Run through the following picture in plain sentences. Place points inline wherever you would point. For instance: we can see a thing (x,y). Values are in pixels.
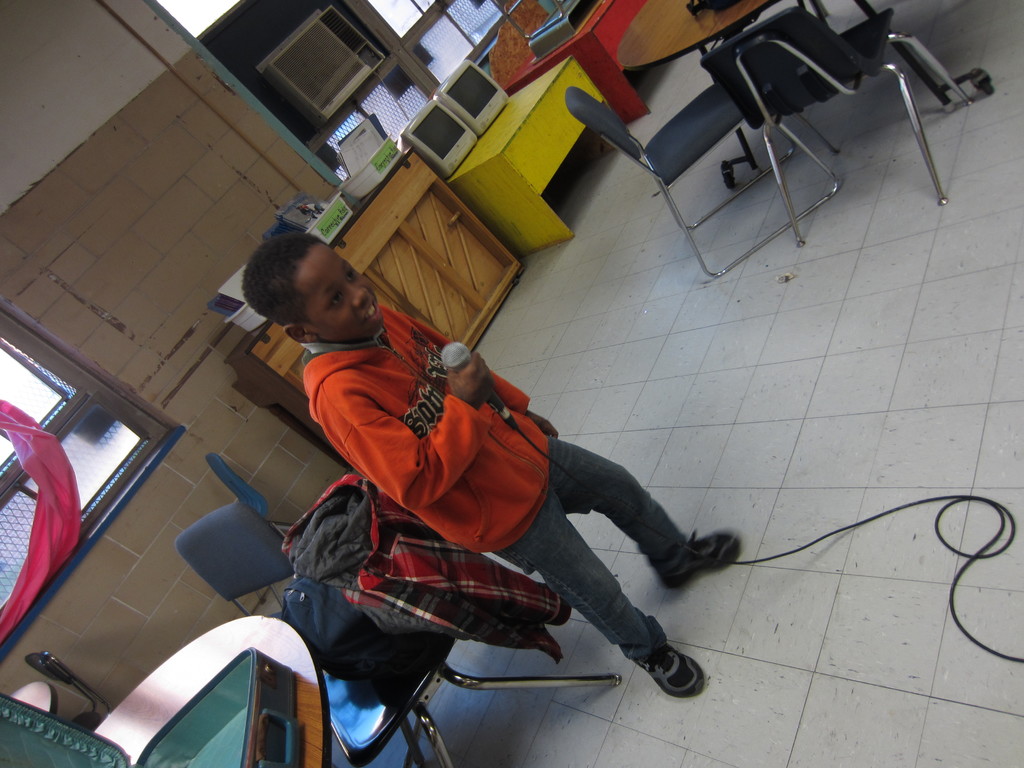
In this image there is a boy (445,436) standing and holding a mike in his hand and at the back ground (435,151) there is table (233,650), trolley (244,665), chair (259,560), jacket (421,529), monitors (457,126), table (535,213), containers (364,156) or tray (301,212), window (1,368), air conditioner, another table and chairs (796,57).
